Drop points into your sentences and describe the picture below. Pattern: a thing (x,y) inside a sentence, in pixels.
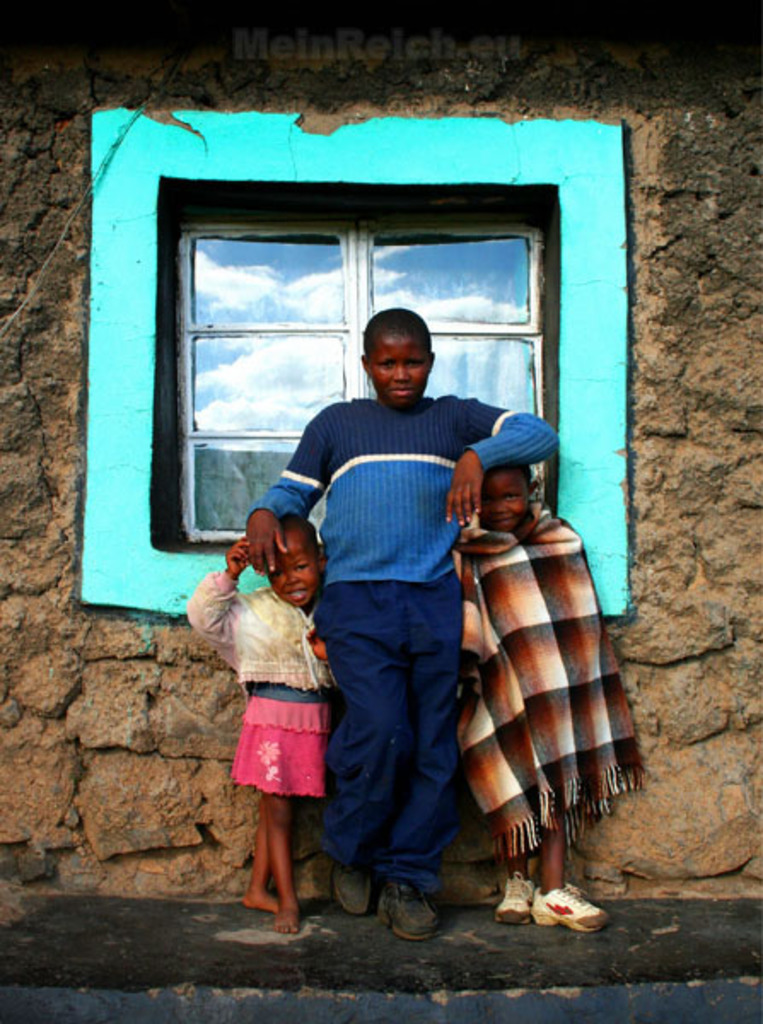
In the center of the picture (308,614) we can see three persons (476,664) standing on the ground (243,963). In the background (14,664) there is a brick wall (44,773) and a window (342,290).
